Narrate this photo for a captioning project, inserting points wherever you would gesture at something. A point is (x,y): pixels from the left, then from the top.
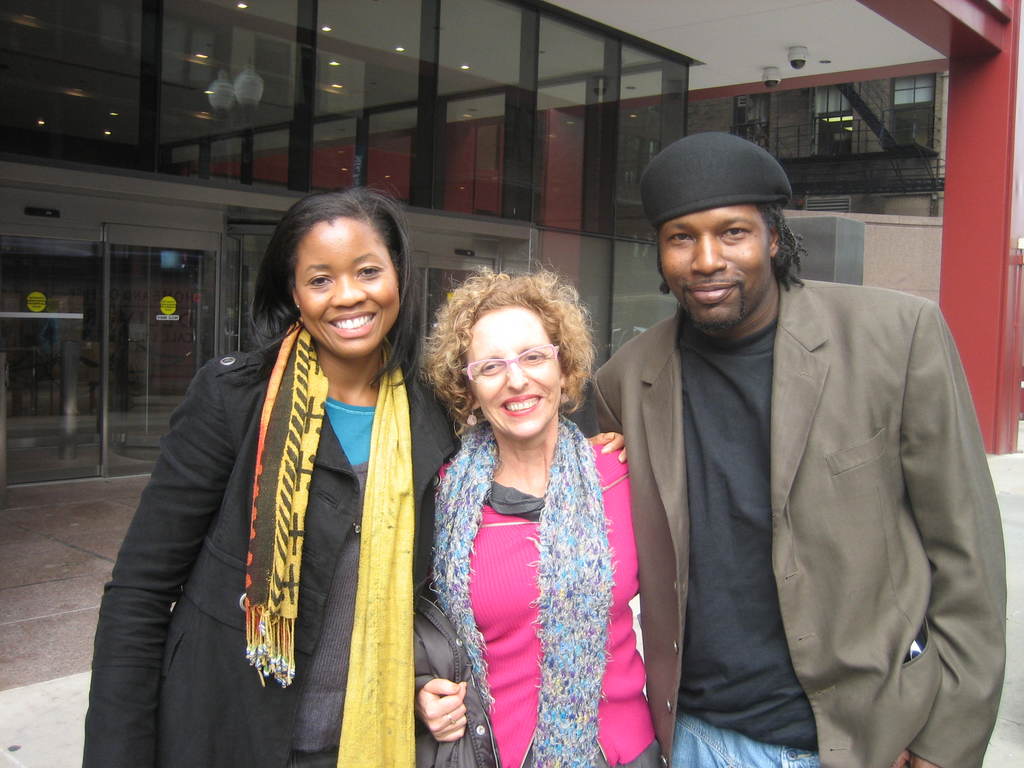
In this image I see 2 women (405,422) and a man (714,453) and I see that 3 of them are smiling and I see that they're standing. In the background (275,35) I see buildings (732,33) and through the glasses (215,73) I see the lights (204,91) and I see the path (79,679).
